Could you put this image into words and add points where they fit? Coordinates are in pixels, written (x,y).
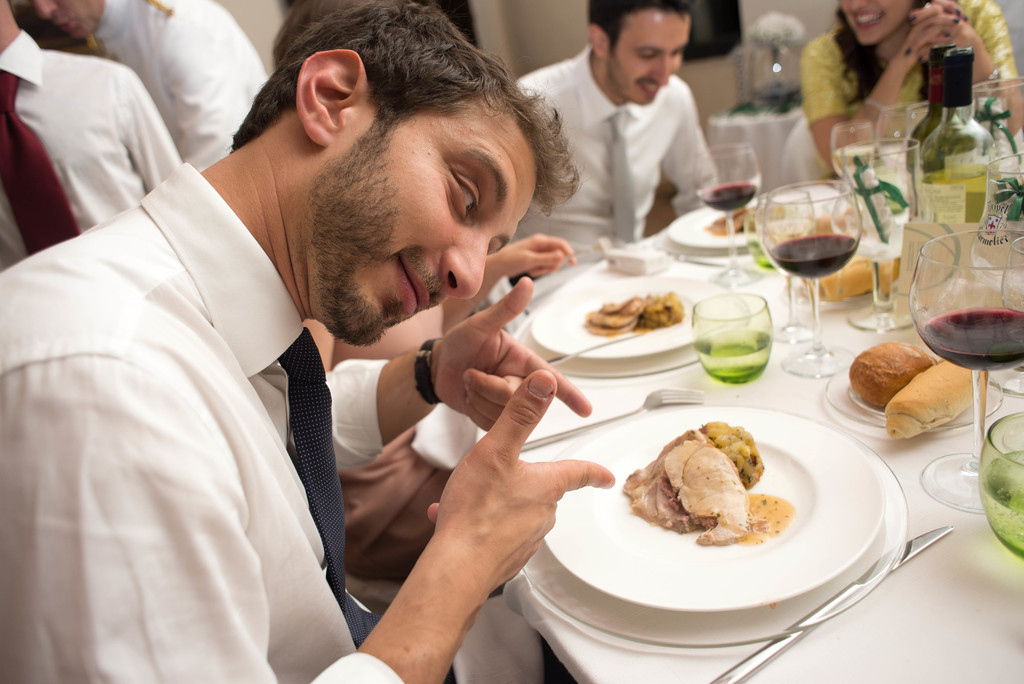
This picture is taken inside the room (723,447). In this image, we can see a group of people (476,152) sitting on the chair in front of the table (516,585). On the table (649,637), we can see a white colored cloth (666,682), knife (798,623), plate (732,589) with some food (716,458), fork (685,396), glass (708,337) with some drink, which is in green color and a glass (995,370) with some drink (1003,362) which is in red color, bottle (958,151). On the left side (59,52), we can see two men (127,66). In the background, we can see a wall (516,2).
